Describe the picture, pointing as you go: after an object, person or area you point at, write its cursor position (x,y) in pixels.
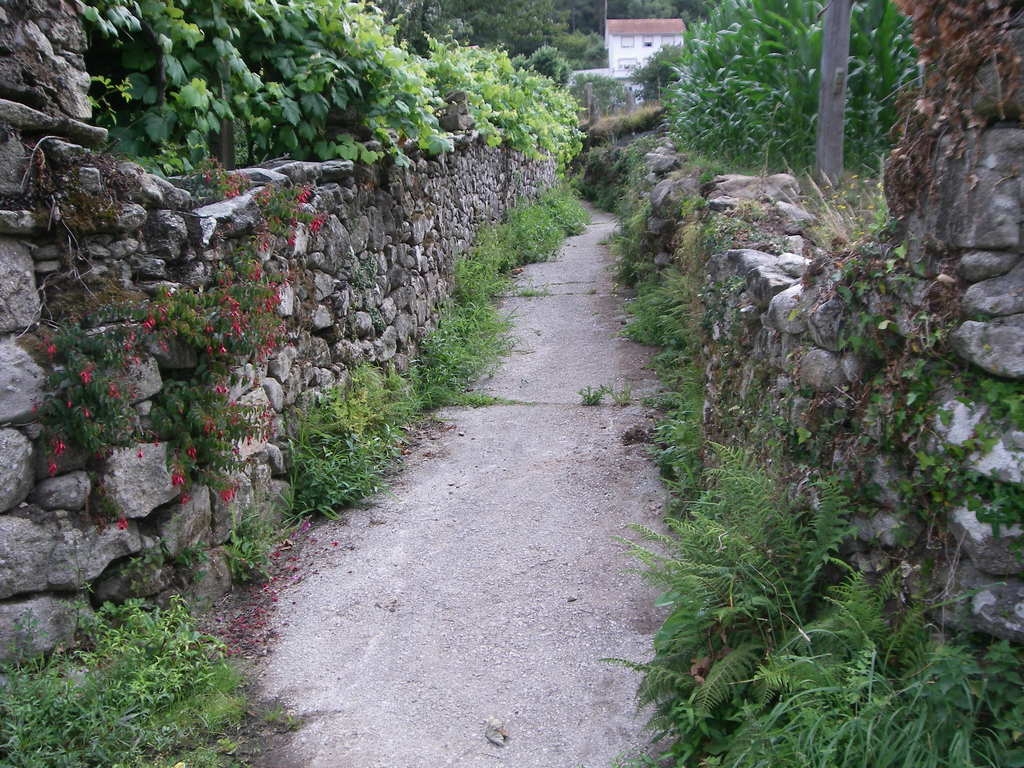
In this image, on the right side (706,528), we can see some stones (781,202), plants (937,345), trees (815,70) and a wood pole (835,20). On the left side (284,137), we can also see some stones (389,260), plants (109,416), flowers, trees (419,147). In the background (629,49), we can see a house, trees (614,6), plants (724,56). At the bottom (575,558), we can see a land (575,558) with some plants (700,441) and a grass (861,756).
